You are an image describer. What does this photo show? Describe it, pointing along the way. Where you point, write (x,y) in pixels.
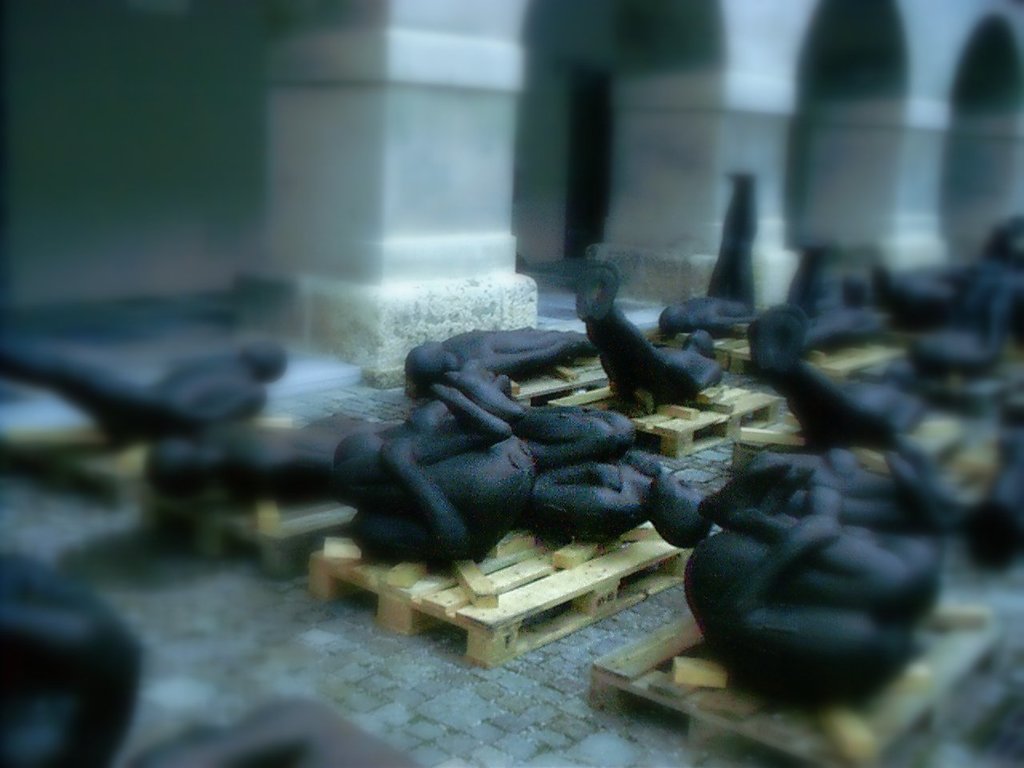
These are the statues (567,473) of a human beings (774,477) on the wooden things (592,554).
